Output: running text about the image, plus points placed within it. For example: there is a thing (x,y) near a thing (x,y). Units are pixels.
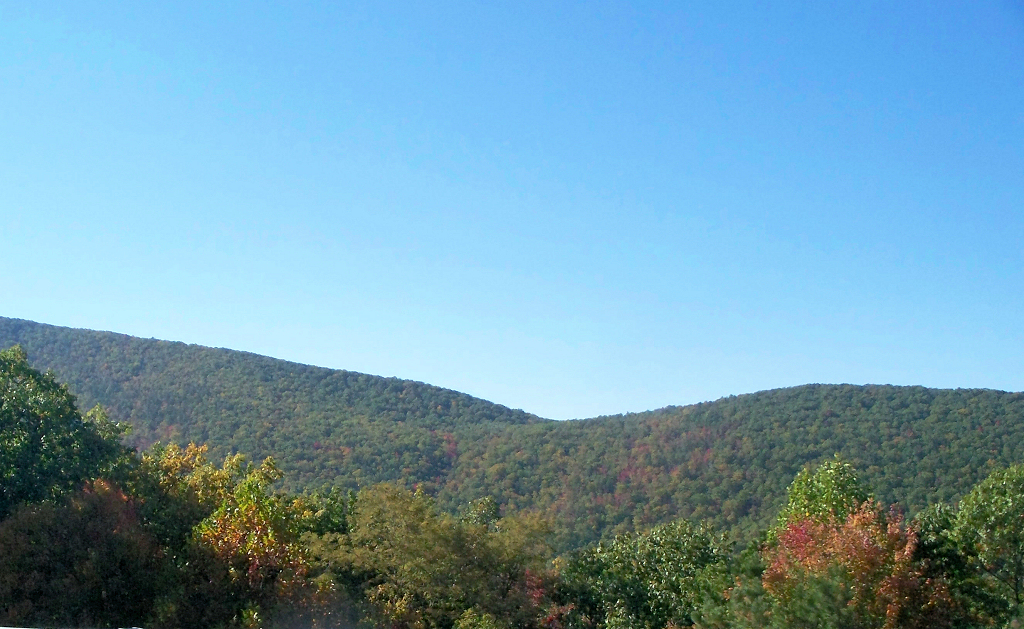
In this image there are trees (404,439) mountains (404,439), in the background (181,230) there is a blue sky (354,199).
